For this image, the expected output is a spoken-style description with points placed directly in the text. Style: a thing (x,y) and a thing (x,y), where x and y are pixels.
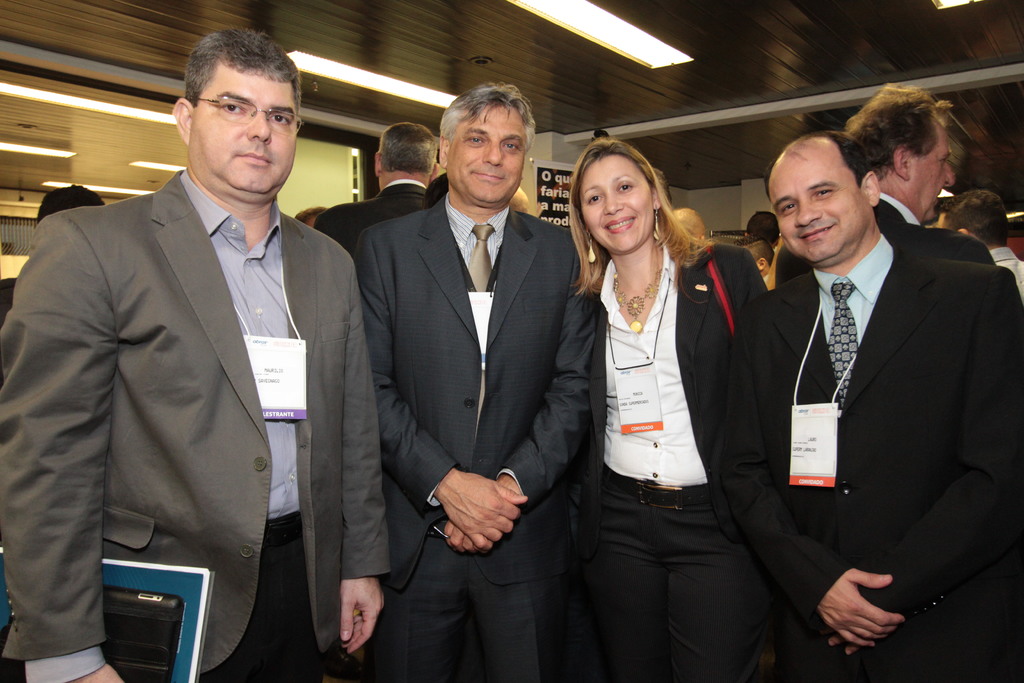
There are persons (889,386) in suits (926,405), smiling and standing. In the background (124,140), there are other persons (1023,277) and there are lights (320,66) attached to the roof (857,10).
